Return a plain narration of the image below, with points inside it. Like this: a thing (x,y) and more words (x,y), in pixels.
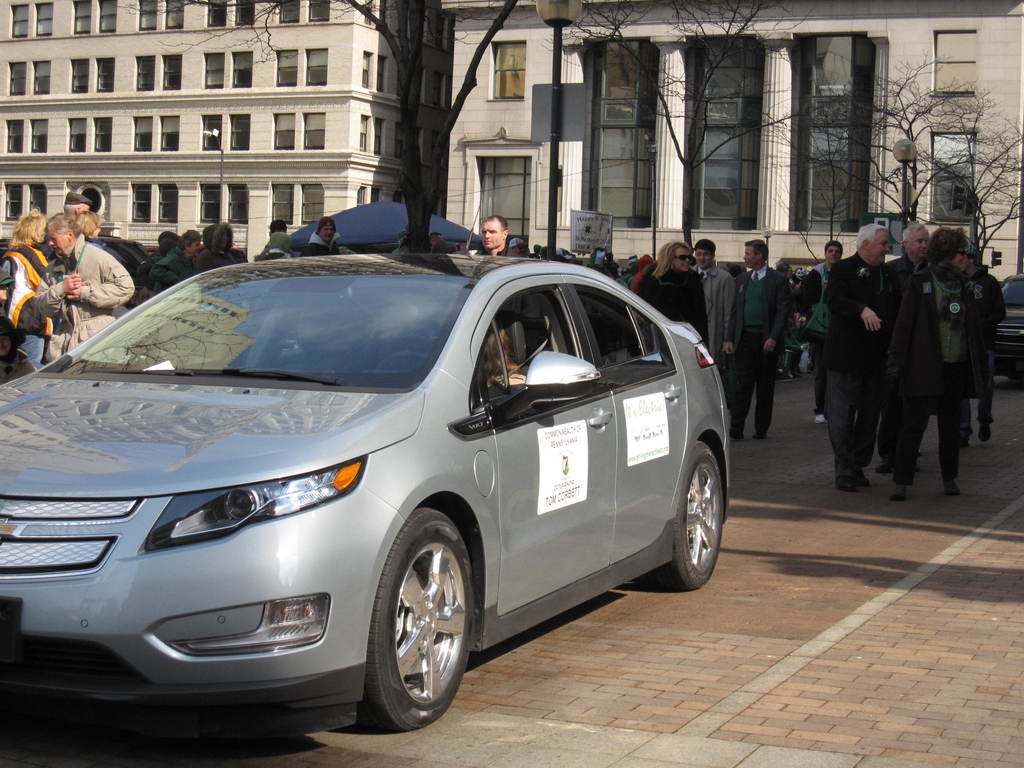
In the picture I can see a car (531,480) and there are few persons (937,282) standing beside and behind it and there are few trees (445,131) and buildings (461,60) in the background (514,78).
